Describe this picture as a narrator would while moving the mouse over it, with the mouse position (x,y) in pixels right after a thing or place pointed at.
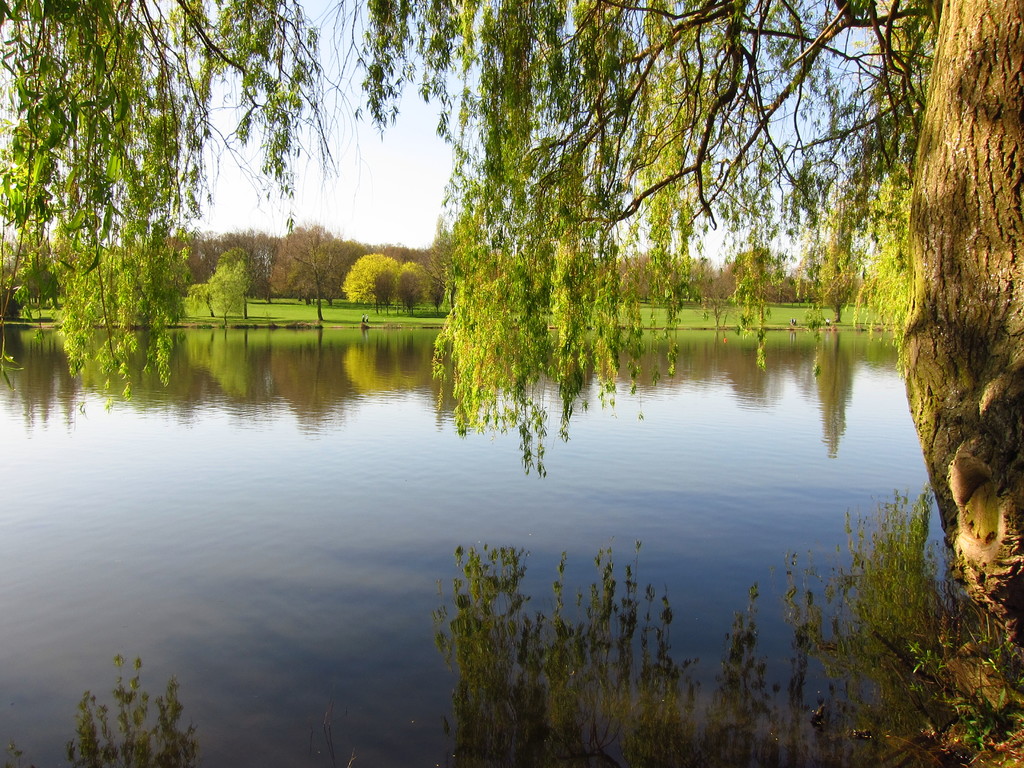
In this image I can see the water (366,491) and on the surface (349,497) of the water (360,483) I can see the reflection (394,497) of the sky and trees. I can see few trees (1013,391) and in the background (410,266) I can see few trees (427,266) which are green and brown in color and the sky (396,177).
